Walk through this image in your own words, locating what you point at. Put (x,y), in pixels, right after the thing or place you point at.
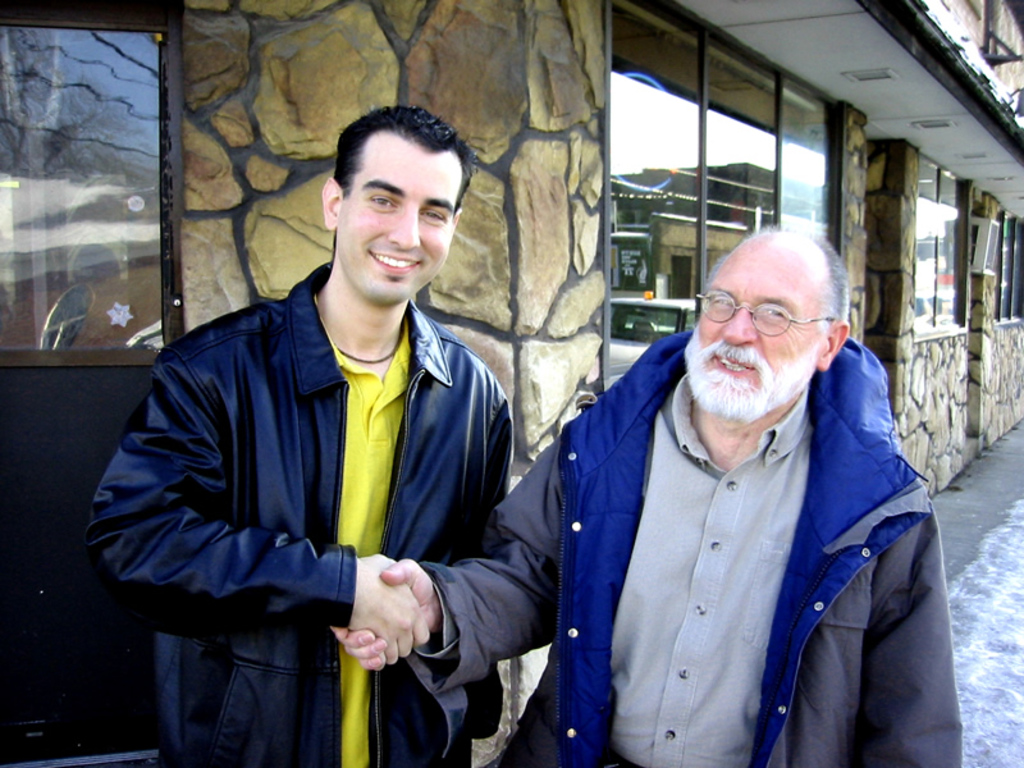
In this image there are two persons (466,440) standing in the center (372,487) and shaking their hands (387,573) having smile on their faces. In the background (486,335) there is a building (813,229).
